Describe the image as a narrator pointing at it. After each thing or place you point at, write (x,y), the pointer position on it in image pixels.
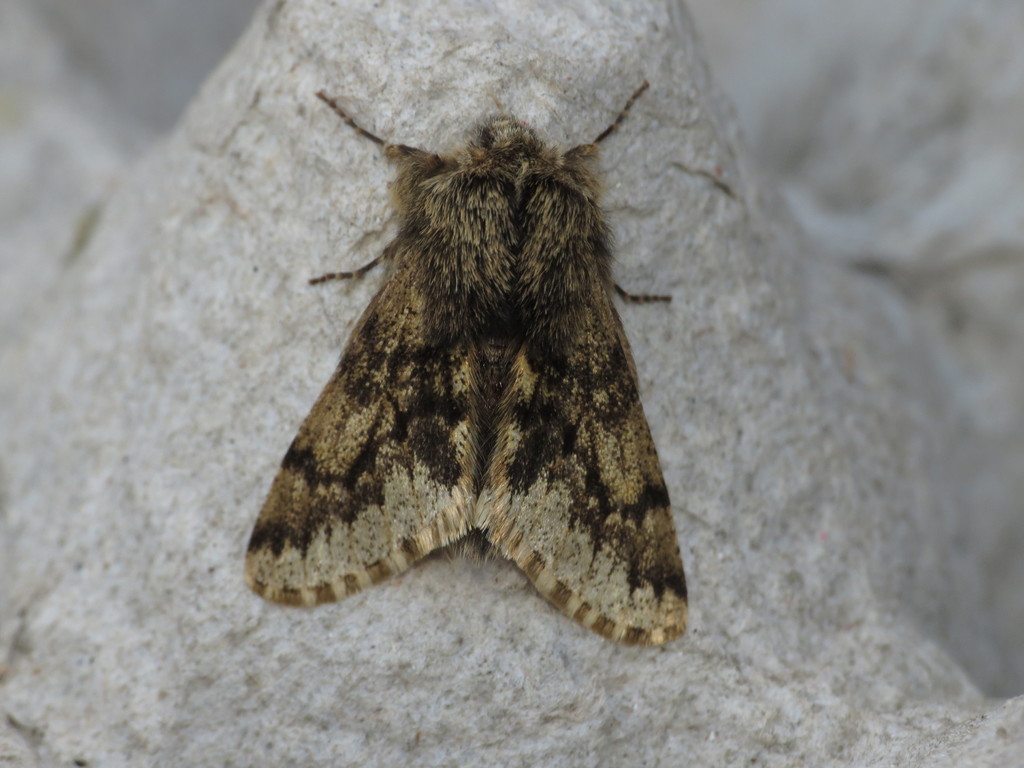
In this picture we can see the brown and black color bug (490,554) sitting on the stone (689,564). Behind there is a blur background (784,35).
